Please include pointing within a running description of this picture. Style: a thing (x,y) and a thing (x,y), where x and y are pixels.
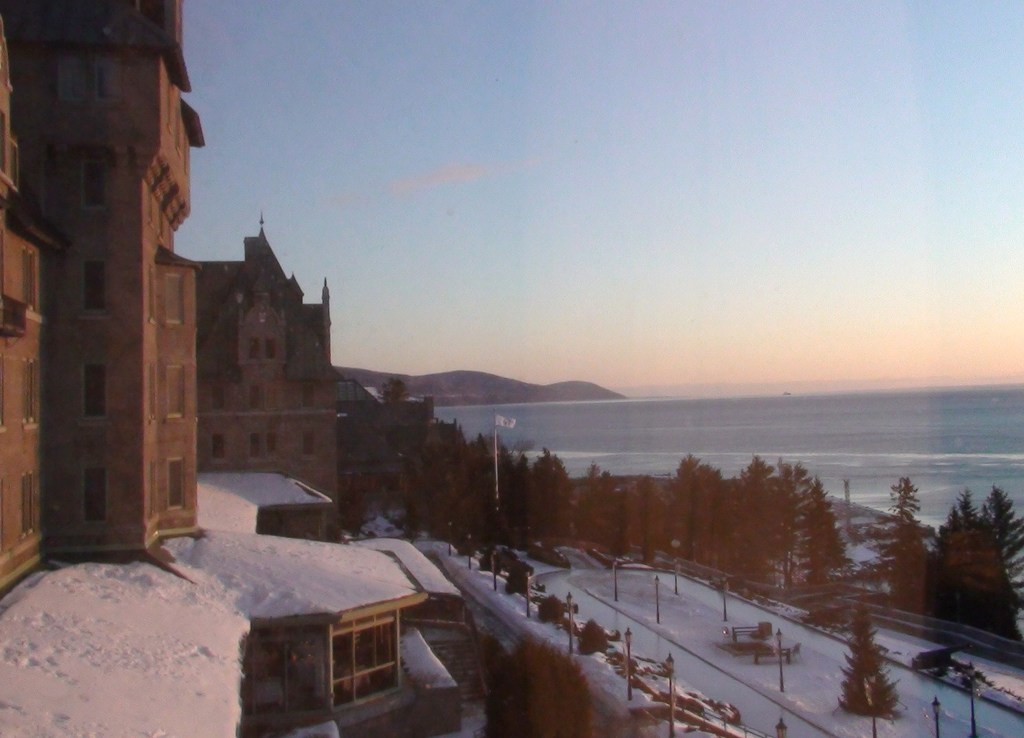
In this image we can see the sea (811,442), mountains (536,398), some buildings (266,343), some lights (782,660) with poles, one bench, some snow (296,585) on the buildings (169,621), some objects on the ground (752,712), one flag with pole (496,439), one pole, some snow (771,670) on the ground (720,643), one small object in the sea (787,401), some trees (725,527), plants (520,589) and grass (673,703) on the ground (922,678). At the top (554,73) there is the sky (461,101).
